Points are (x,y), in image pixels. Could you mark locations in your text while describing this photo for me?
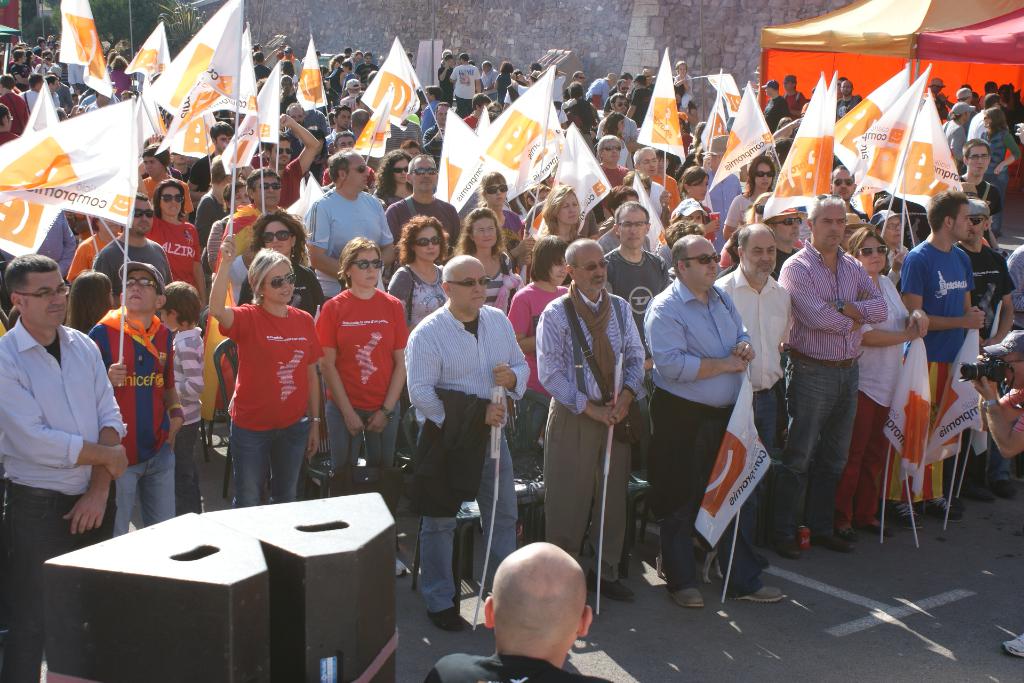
In this image I can see group of people (468,457) standing and holding few flags (875,143). In front (347,397) the person (363,381) is wearing red and gray color dress (379,397). In the background (898,26) I can see the tent (891,40), few trees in green color and the wall (549,30) is in gray and brown color.
